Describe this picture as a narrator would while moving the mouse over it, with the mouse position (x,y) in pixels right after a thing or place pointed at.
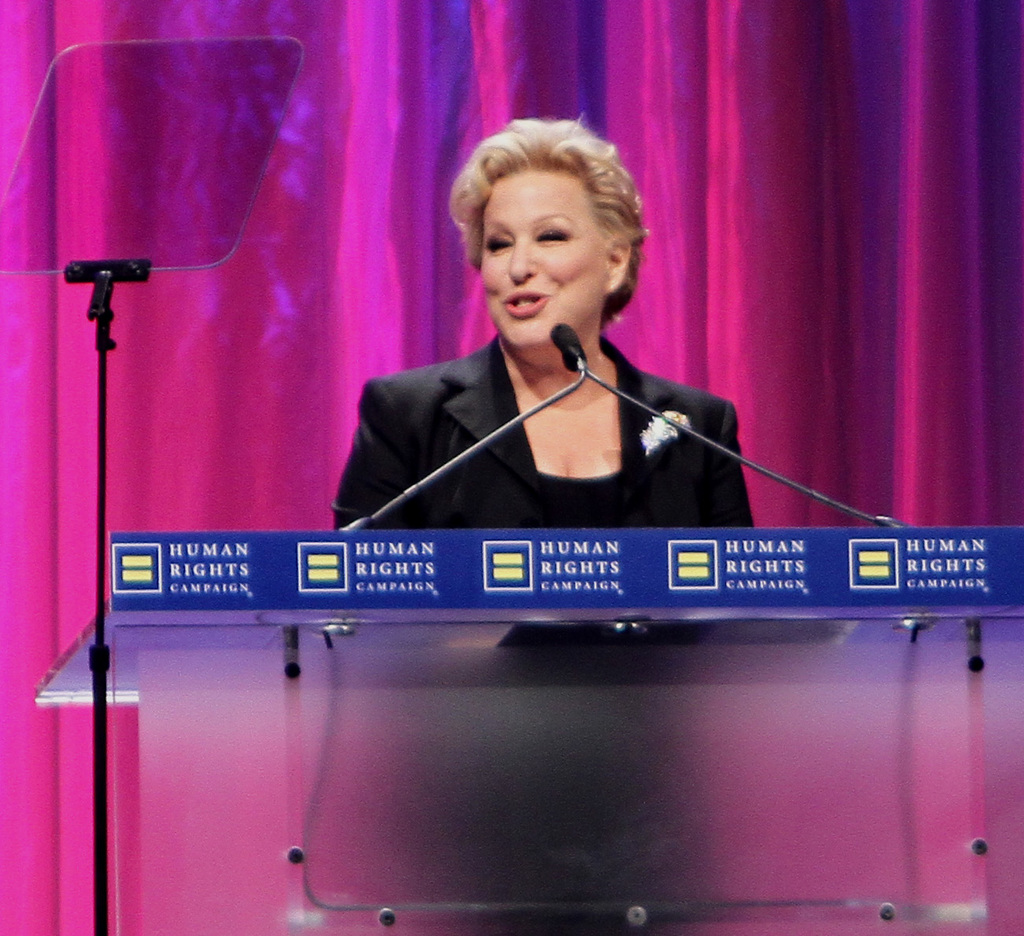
In this image, we can see a person (634,269) wearing clothes (428,392) and standing in front of the podium (451,644). There is an object (54,260) on the left side of the image (97,740).
